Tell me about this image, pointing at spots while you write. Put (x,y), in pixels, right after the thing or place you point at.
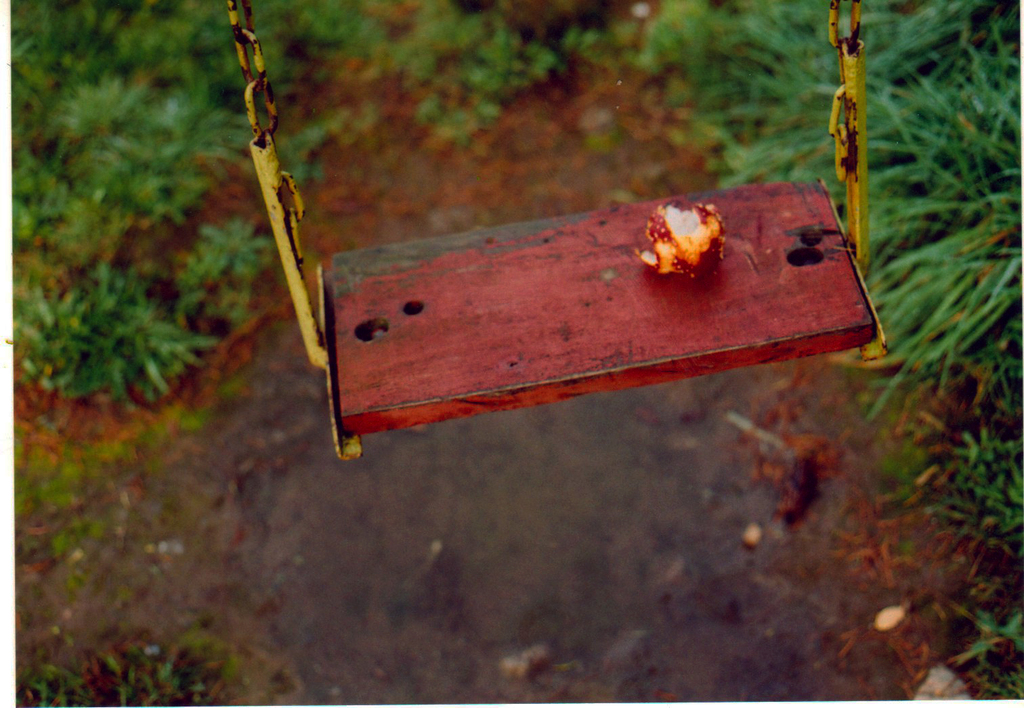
In this picture we can see a fruit (656,248) on a swing (604,247) and in the background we can see grass (52,483) on the ground (363,500).
